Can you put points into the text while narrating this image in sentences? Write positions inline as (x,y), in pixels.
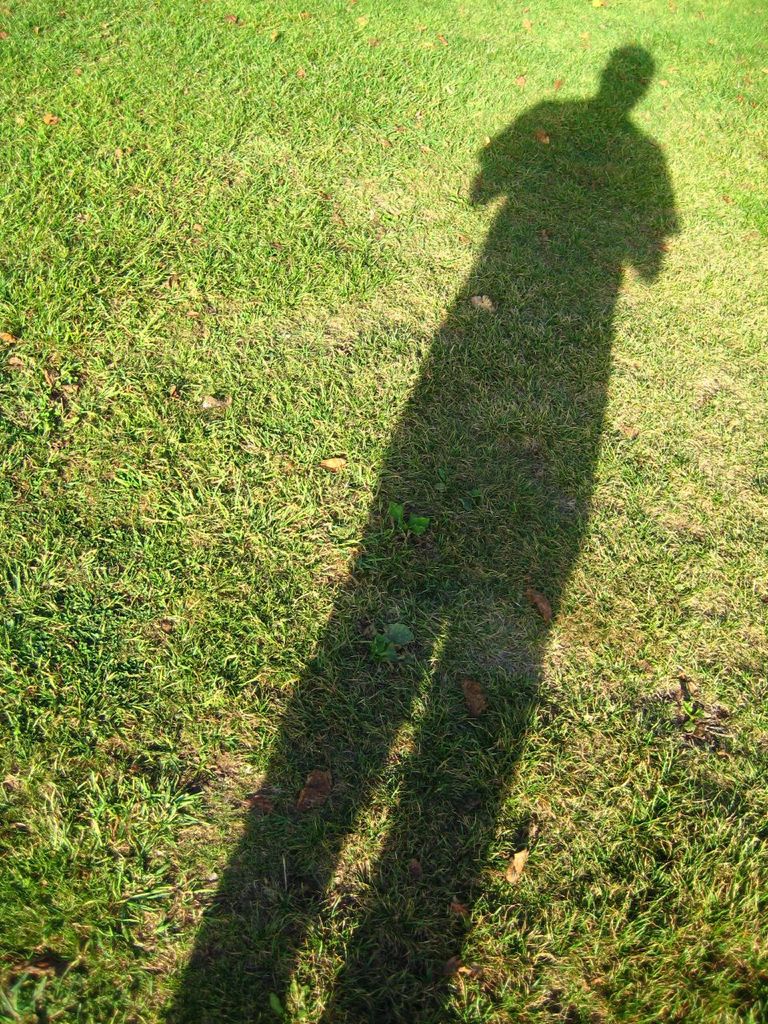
This picture shows Shadow (453,366) of a human (582,391) on the ground (543,307). We see grass (438,295) on the ground (497,510).
